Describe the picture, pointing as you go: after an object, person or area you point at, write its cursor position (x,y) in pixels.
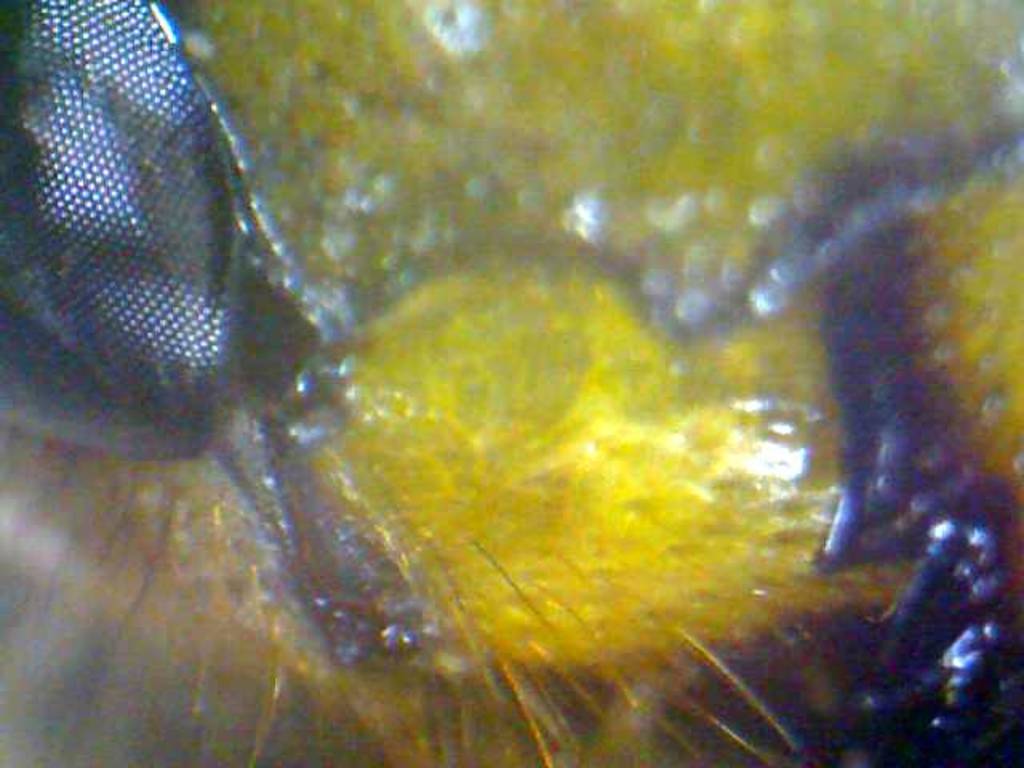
In this zoomed image there are insects (836,336).
